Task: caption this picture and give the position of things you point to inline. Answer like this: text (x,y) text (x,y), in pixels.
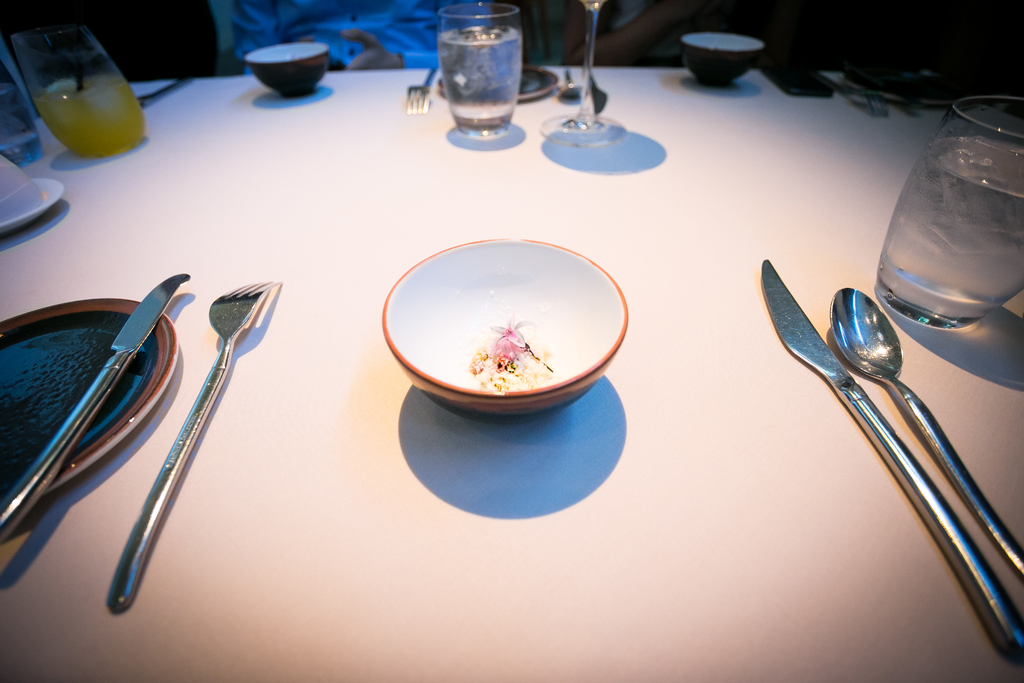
In this image there are glasses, dishes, bowls (470,278), spoons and forks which are placed on the table (649,159) and at the top of the image (295,25) there is a person (341,30) wearing a blue color shirt (409,53) sitting on the chair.
